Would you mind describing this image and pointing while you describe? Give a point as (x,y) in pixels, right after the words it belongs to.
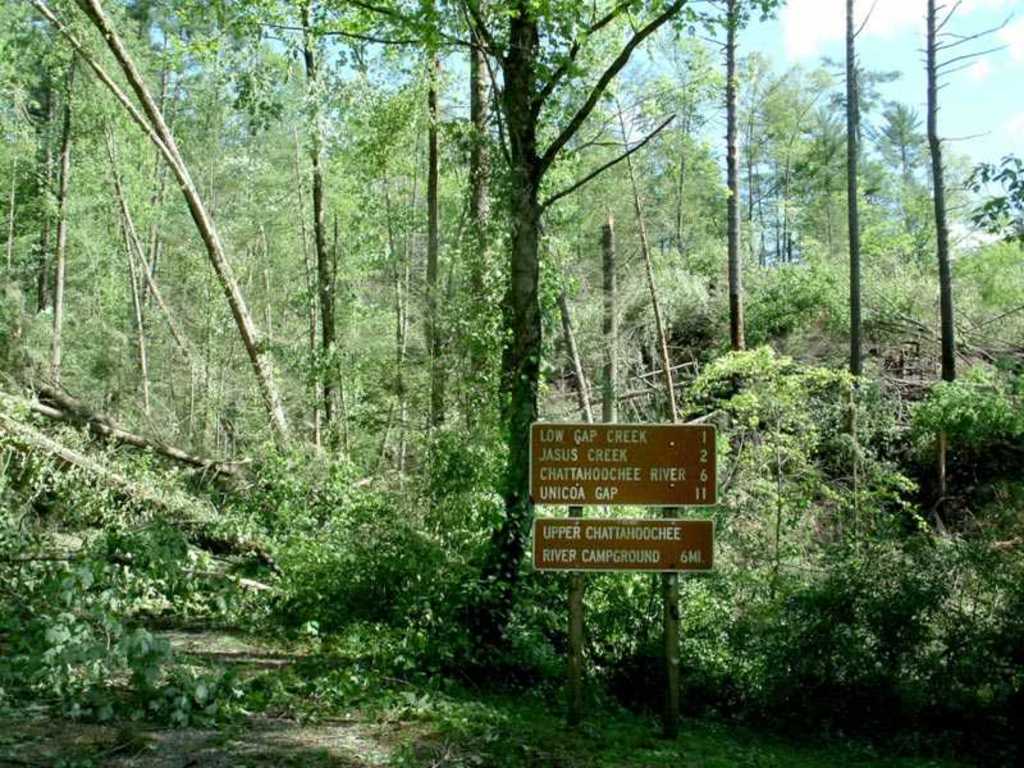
This image is taken outdoors. At the bottom of the image (255,731) there is a ground (275,717) with grass (699,731) on it. At the top of the image (794,38) there is the sky (906,74) with clouds (805,47). In the middle of the image (386,417) there are many plants (390,227) and trees (194,103) with stems (168,156), leaves (320,137) and branches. There are two boards (588,493) with text (588,477) on them.
